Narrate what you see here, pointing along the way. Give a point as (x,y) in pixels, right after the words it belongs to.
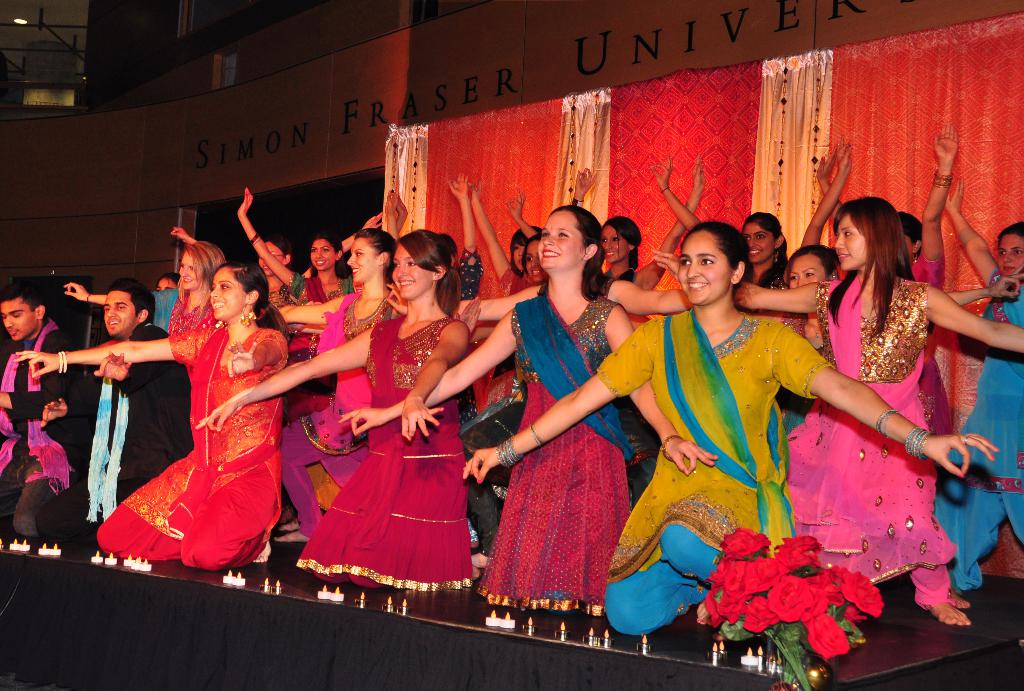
In this image, we can see girls (364,318) and boys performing on the stage (554,622) and there is a curtain (806,131) behind them. In the background (191,97), there is a building (274,161).
